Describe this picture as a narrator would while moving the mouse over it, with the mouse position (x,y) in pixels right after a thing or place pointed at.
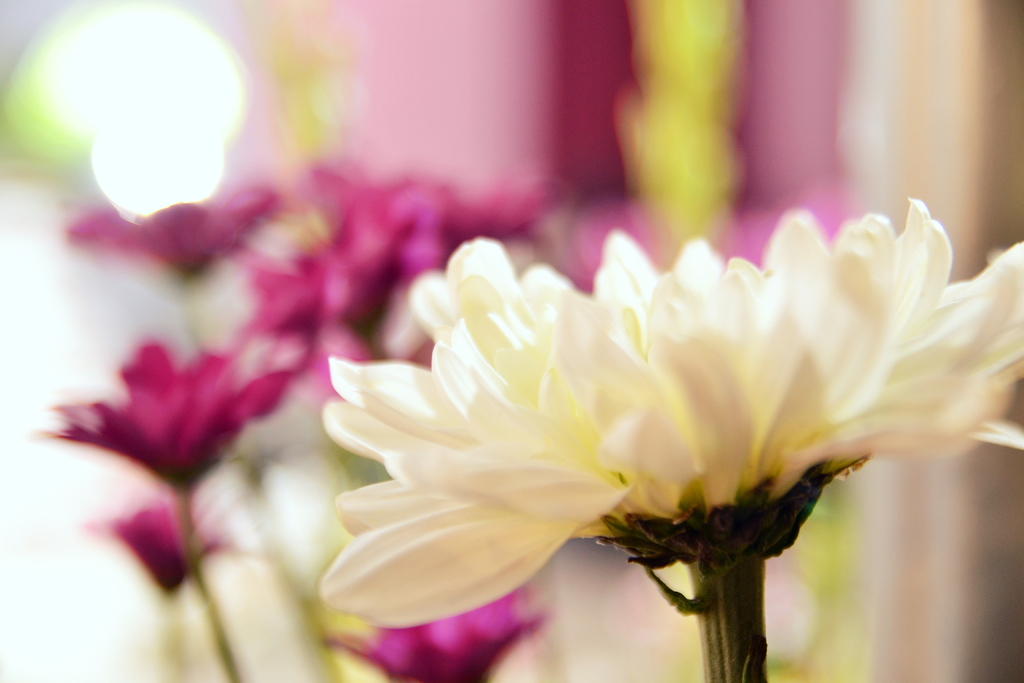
In this picture I can see flowers (392,200) which are of white and pink color. I see that it is blurred in the background (821,206).
